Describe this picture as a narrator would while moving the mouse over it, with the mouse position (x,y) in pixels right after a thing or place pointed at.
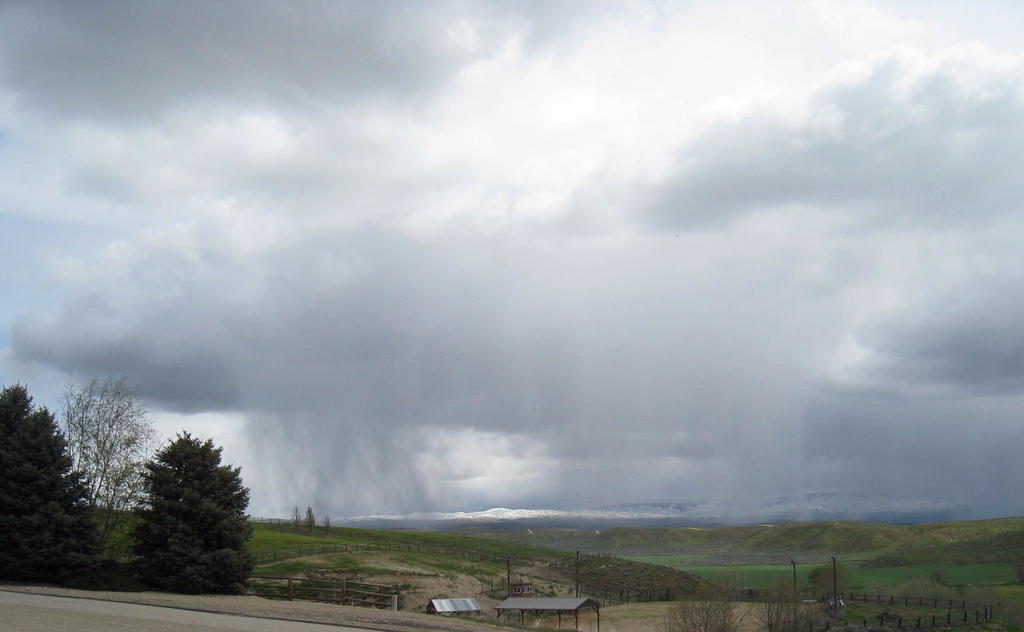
In this image we can see fence (864,593), grass (739,581), hills (936,526), plants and in the background (460,170) we can see the sky (386,174).
